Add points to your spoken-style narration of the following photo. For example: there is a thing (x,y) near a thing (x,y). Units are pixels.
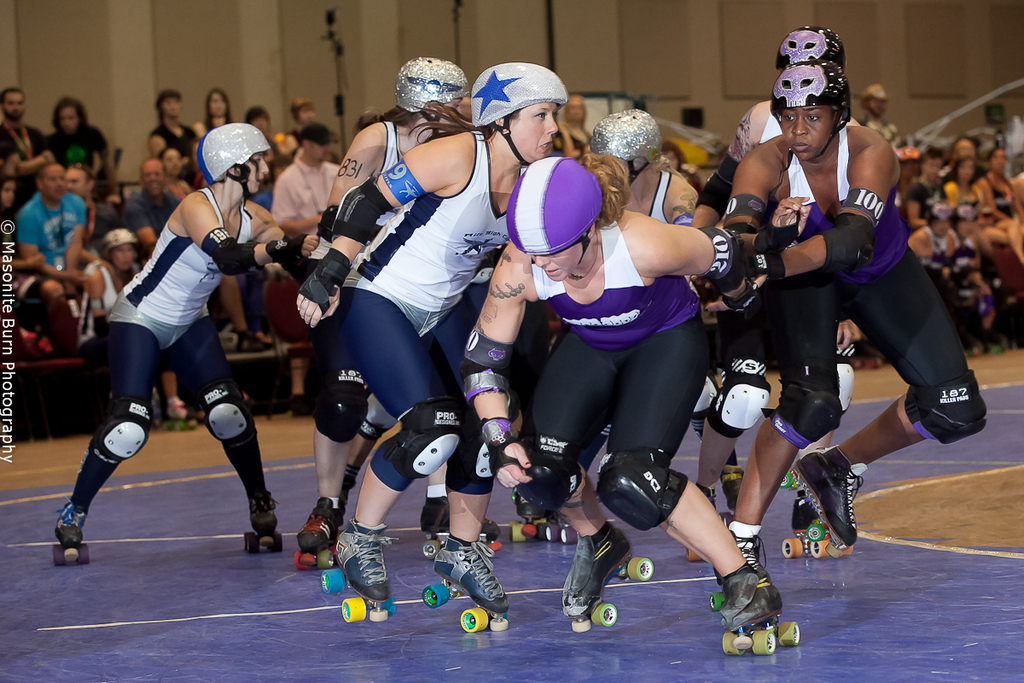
In this image I can see few women (88,457) are standing in the front (195,277) and I can see all of them are wearing helmets (506,103), bodyguards (543,436), skating shoes (832,482) and different colours of dress (790,181). In the background (929,194) I can see number of people (985,333) are sitting and on the left side of the image (4,222) I can see a watermark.
